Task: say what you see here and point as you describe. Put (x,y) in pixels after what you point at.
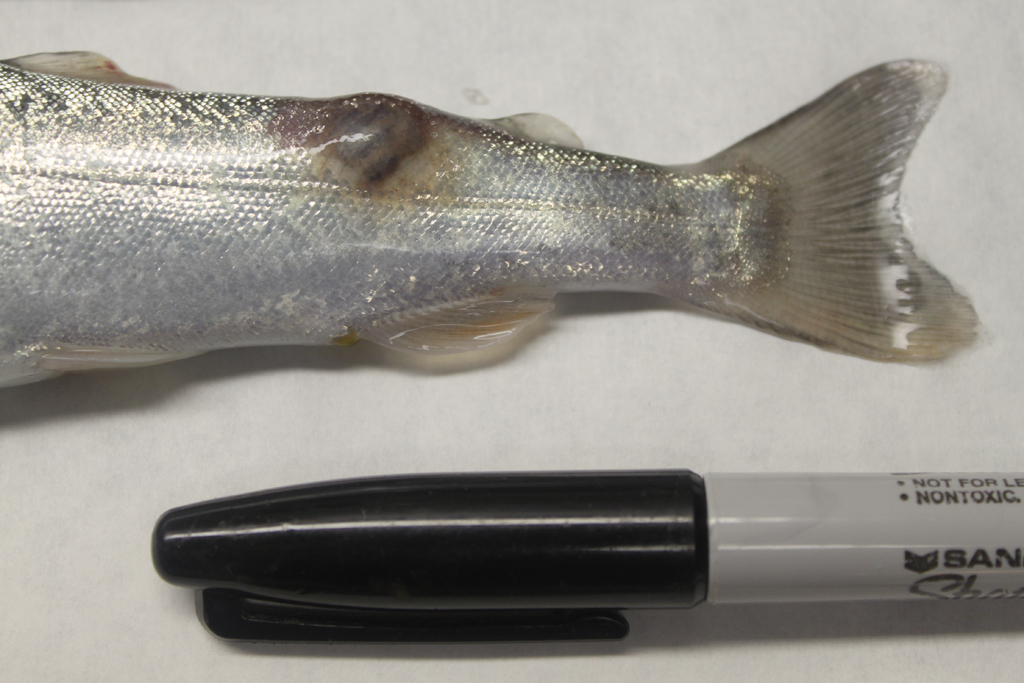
In the image there is a fish (392,210) on a table (545,392) beside a marker (646,499).
